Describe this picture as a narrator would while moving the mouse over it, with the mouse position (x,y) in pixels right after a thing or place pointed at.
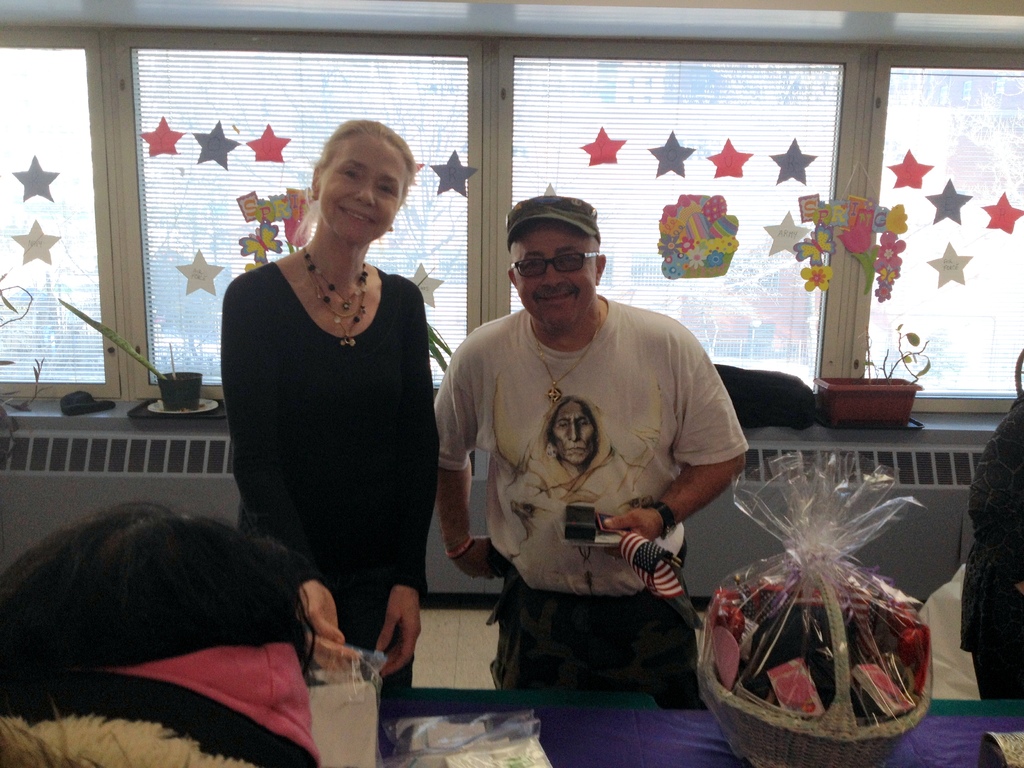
In front of the image we can see the head (31,652) of a person (189,716). There is a table (624,705). On top of it there are some objects (775,689). Behind the table (641,737) there are people (492,408) standing. In the background of the image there are flower pots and there are some other objects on the platform (872,431). There are stickers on the glass windows (201,76).
